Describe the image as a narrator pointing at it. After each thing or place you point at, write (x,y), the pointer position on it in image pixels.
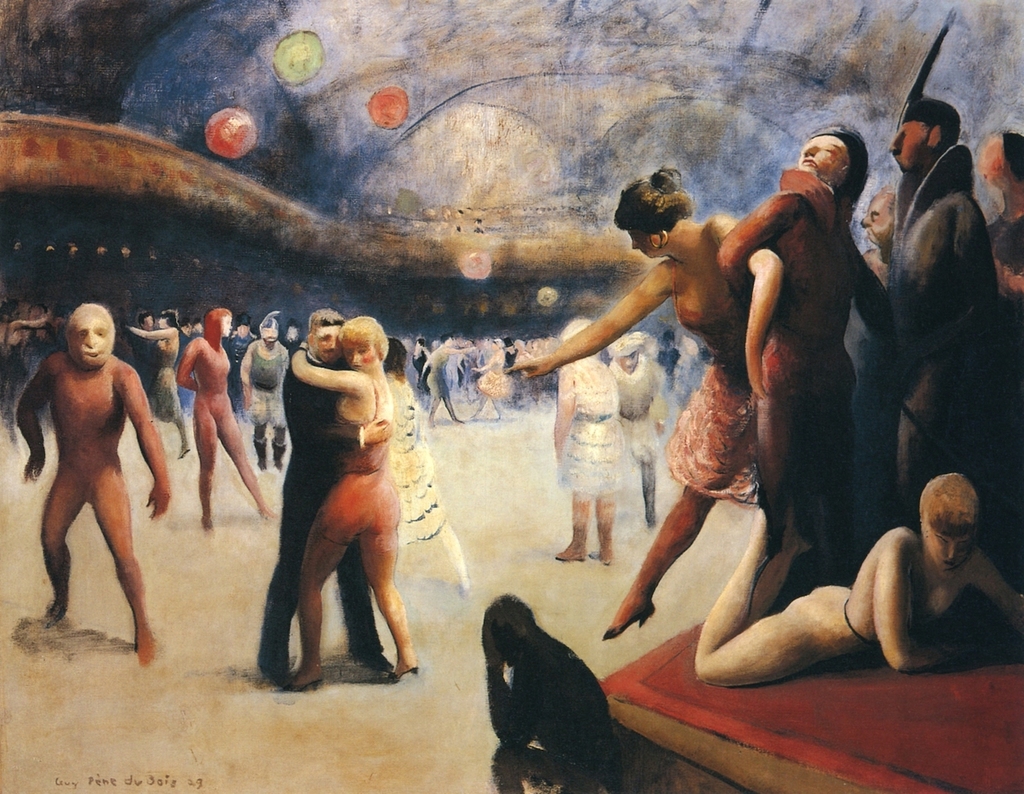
This is an animated and edited image in which there are persons (178,425) standing, laying and hugging. At the top (302,61) there are three circles (389,99).
